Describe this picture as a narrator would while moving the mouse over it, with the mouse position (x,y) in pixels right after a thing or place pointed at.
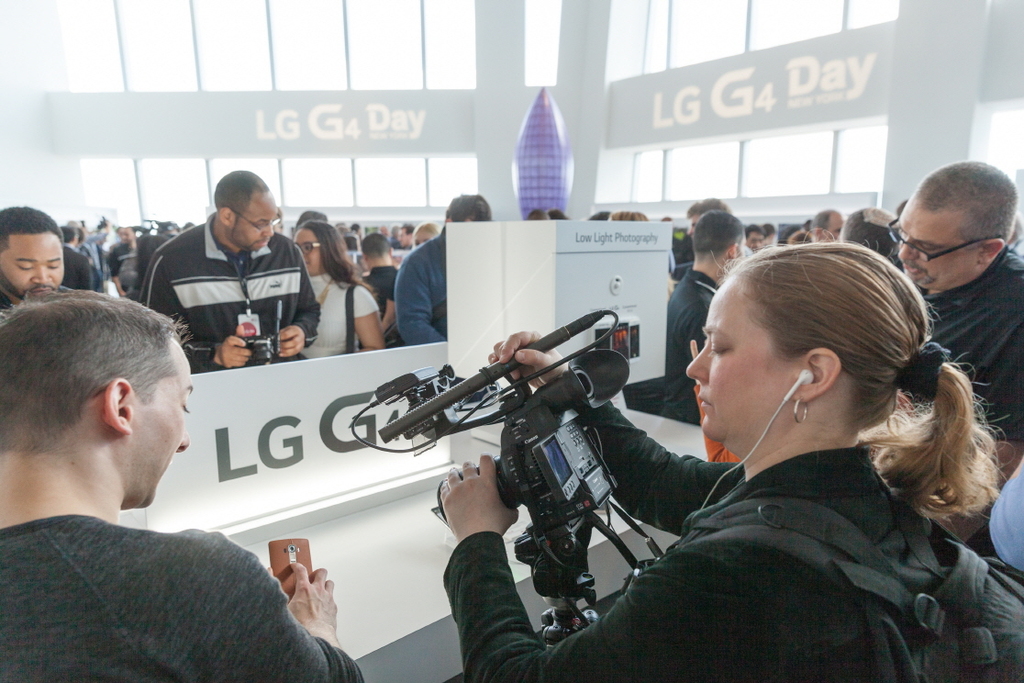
There are groups of people (188,252) standing. This woman (650,441) is holding a video recorder (472,425). Here is a person (239,563) holding a mobile phone (295,556). This looks like a board (356,493) with a table (381,521). This is a building (544,73) with the pillars (589,135) and windows (680,26).
